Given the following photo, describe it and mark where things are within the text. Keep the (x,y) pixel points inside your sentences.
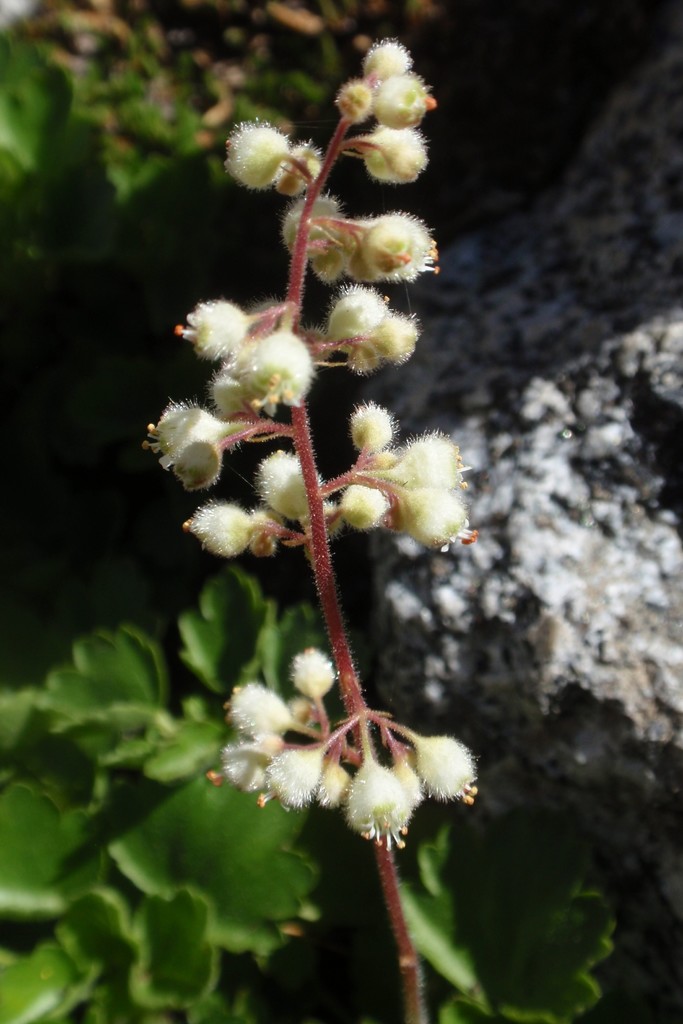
This image consists of a plant (122,992). It has some flowers (427,757). There is a plant (268,879) at the bottom (201,893).
